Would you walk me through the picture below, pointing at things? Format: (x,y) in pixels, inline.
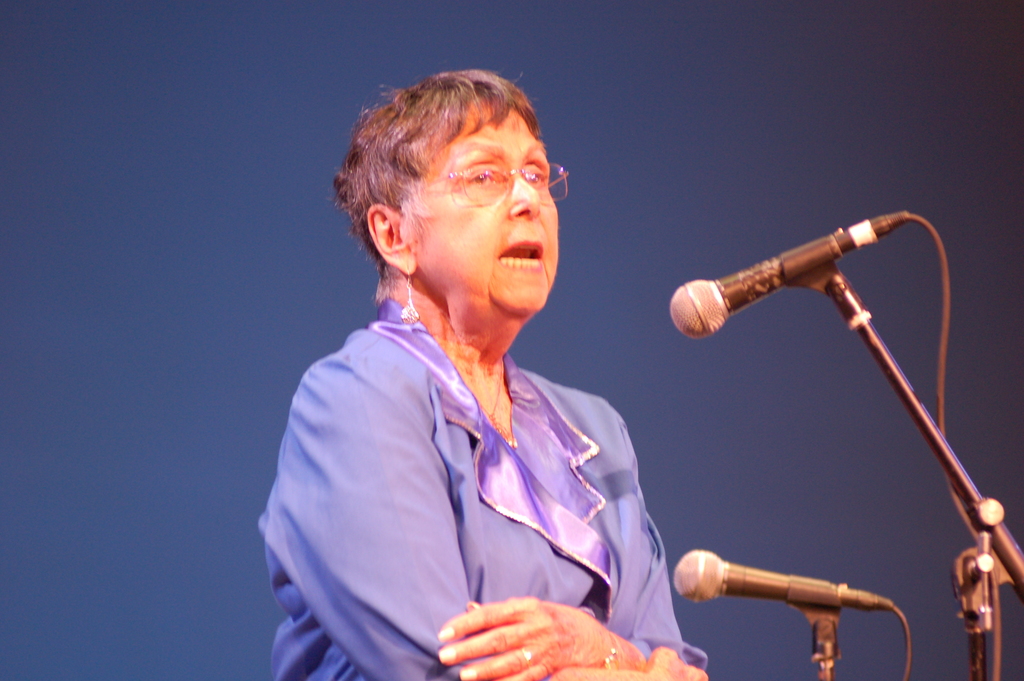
In this image I can see a woman (481,445) and I can see she is wearing blue colour dress (466,413) and a specs (476,185). In the front of her I can see two mics (709,296) and I can also see blue colour in the background (908,420).
